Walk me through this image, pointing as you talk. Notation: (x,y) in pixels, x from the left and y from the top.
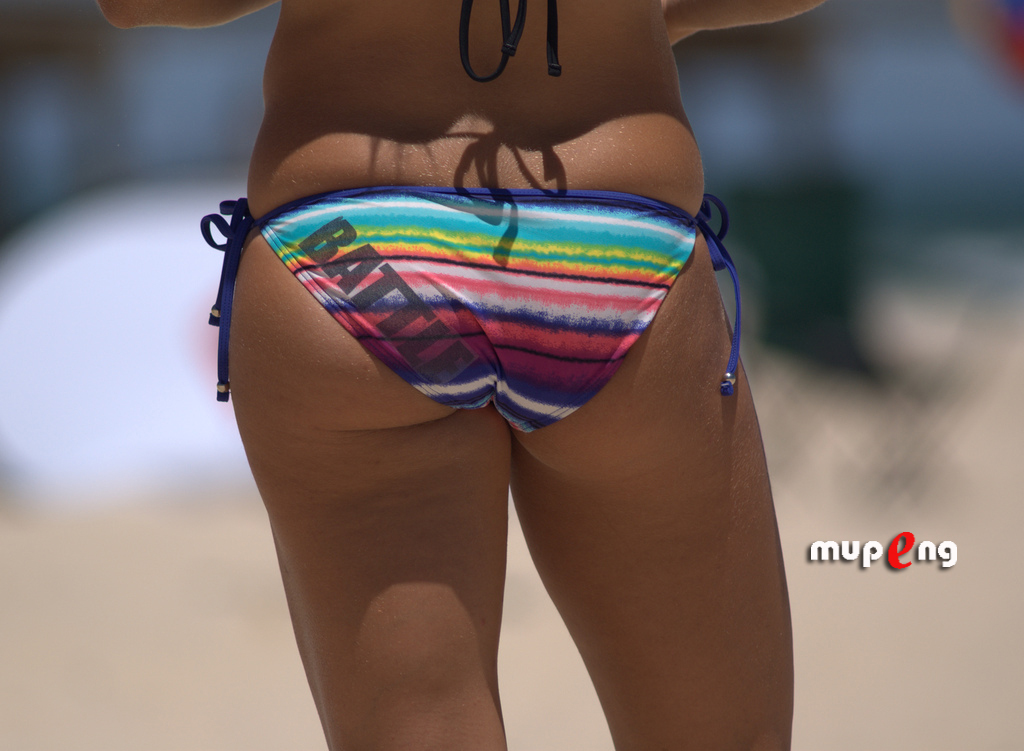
In this picture we can see a person (400,572) standing and in the background (874,366) it is blurry.
